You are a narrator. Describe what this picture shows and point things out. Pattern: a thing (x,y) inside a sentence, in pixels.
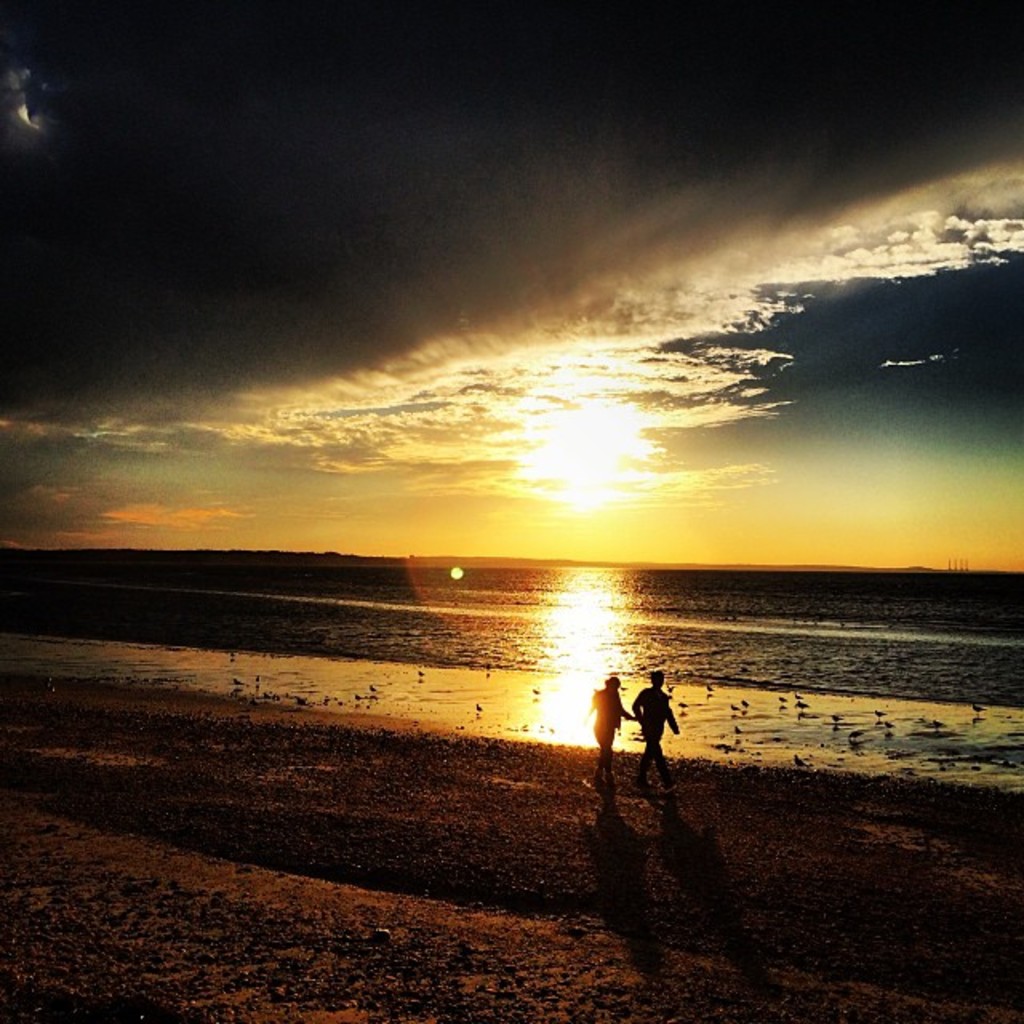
There are two persons (651,732) walking in the beach area (627,770) as we can see at the bottom of this image (683,801). There is a Sea (325,645) in the middle of this image (637,648), and there is a sky (475,420) at the top of this image (466,261).
